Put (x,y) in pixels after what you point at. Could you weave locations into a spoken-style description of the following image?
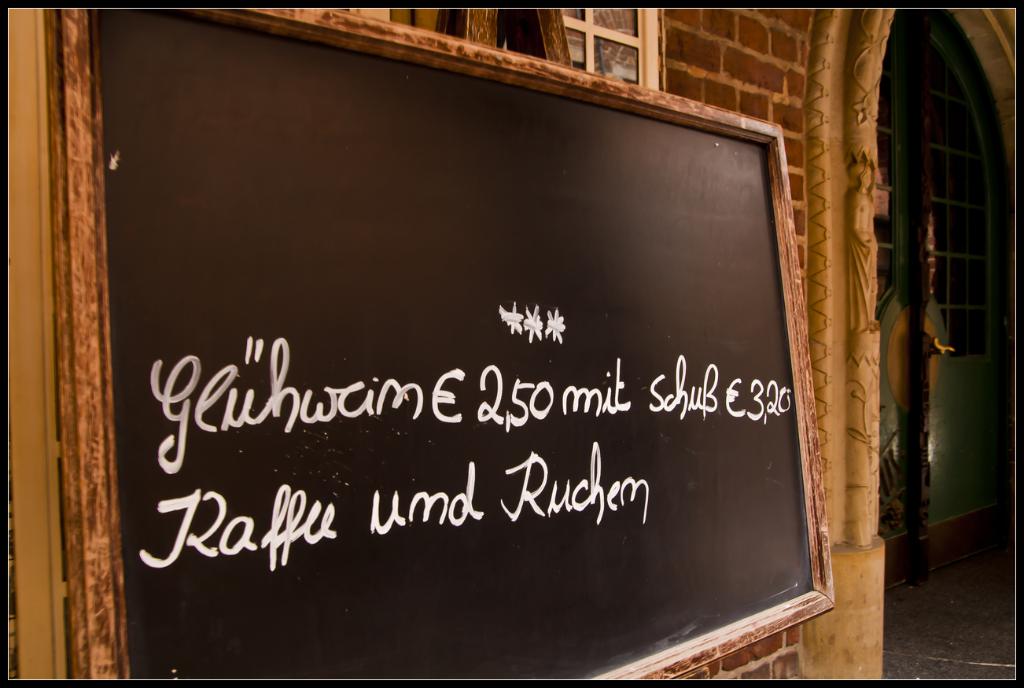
This is a blackboard (490,431) with the letters (638,481) on it, which is attached to the wall (682,85). I think this is an arch (864,145). This looks like a sculpture (864,269) on the wall (864,269). I think this is a door (942,328) with a door handle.
